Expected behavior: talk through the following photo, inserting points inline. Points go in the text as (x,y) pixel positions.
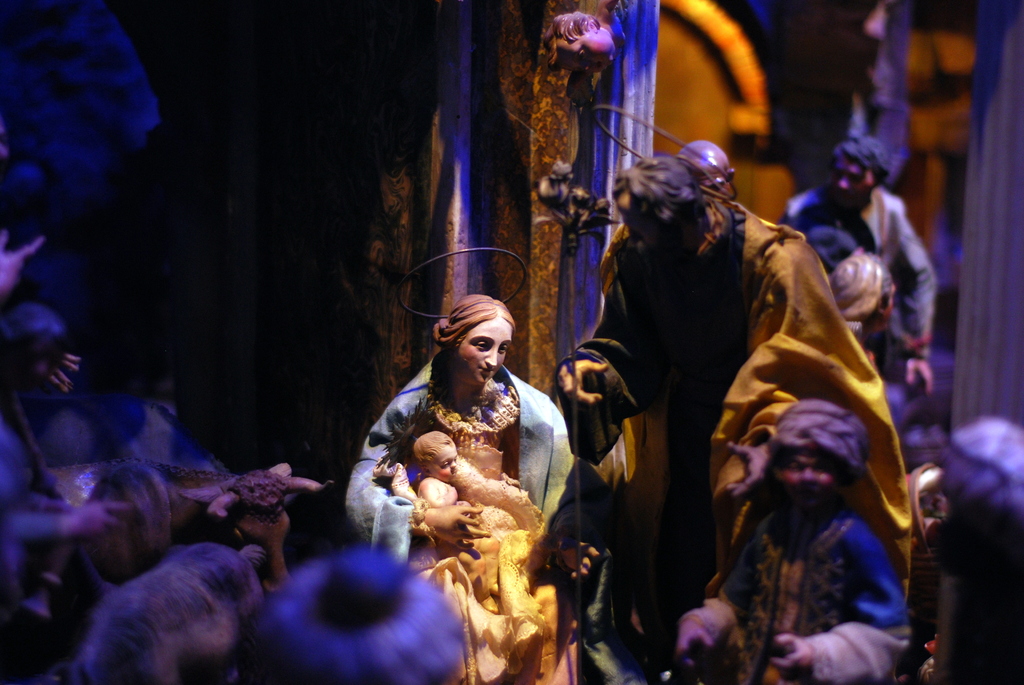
In this picture we can see statues (787,419) and in the background (546,371) we can see it is dark.
